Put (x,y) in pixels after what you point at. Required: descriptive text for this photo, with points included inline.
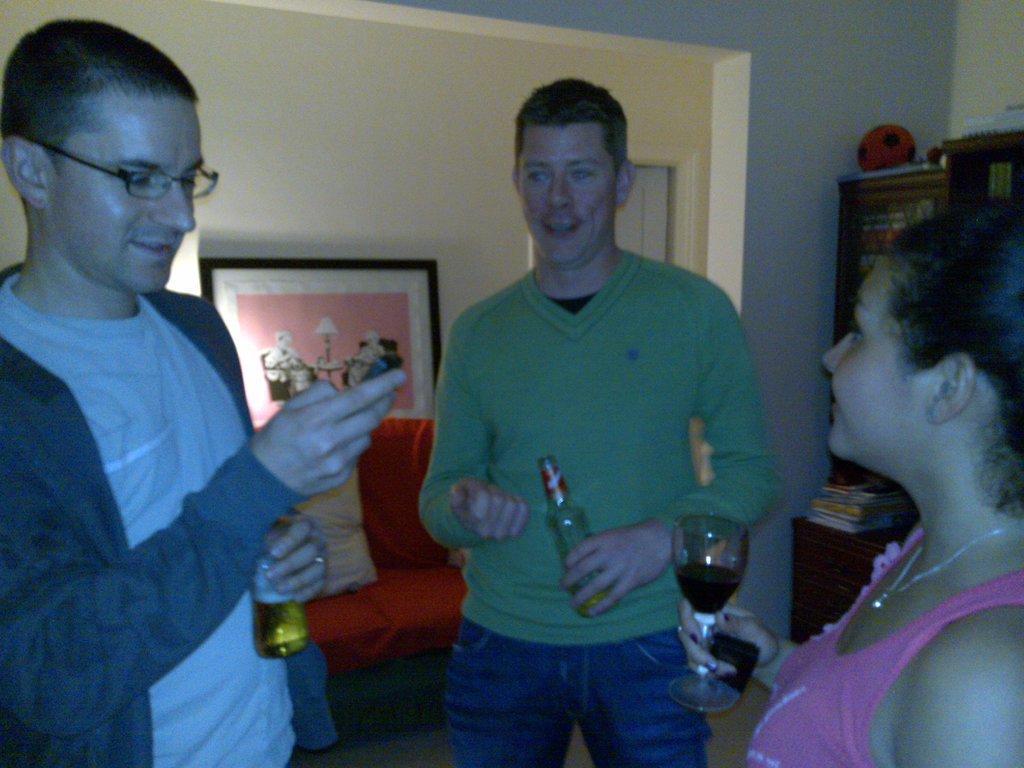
In this image I can see few persons (276,522) are standing on the floor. I can see two of them are holding bottles (562,554) and a woman (938,697) is holding a glass (714,572). In the background (333,136) I can see the wall (462,249), a photo frame (346,299) attached to the wall (325,142), a couch (376,551) and few other objects (841,504).
